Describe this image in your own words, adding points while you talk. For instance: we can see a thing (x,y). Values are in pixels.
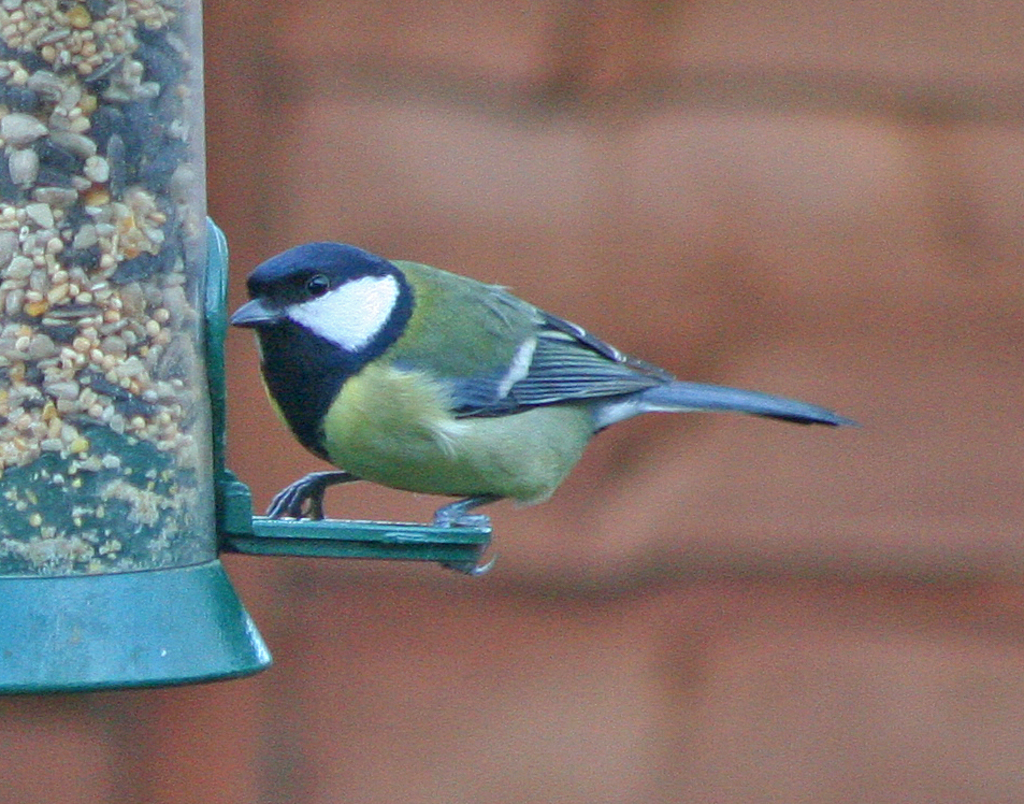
On the left side of the image (81,127) we can see a bird feeder (138,445) and we can see one bird (297,348) on it. In the background (680,240), we can see it is blurred.
